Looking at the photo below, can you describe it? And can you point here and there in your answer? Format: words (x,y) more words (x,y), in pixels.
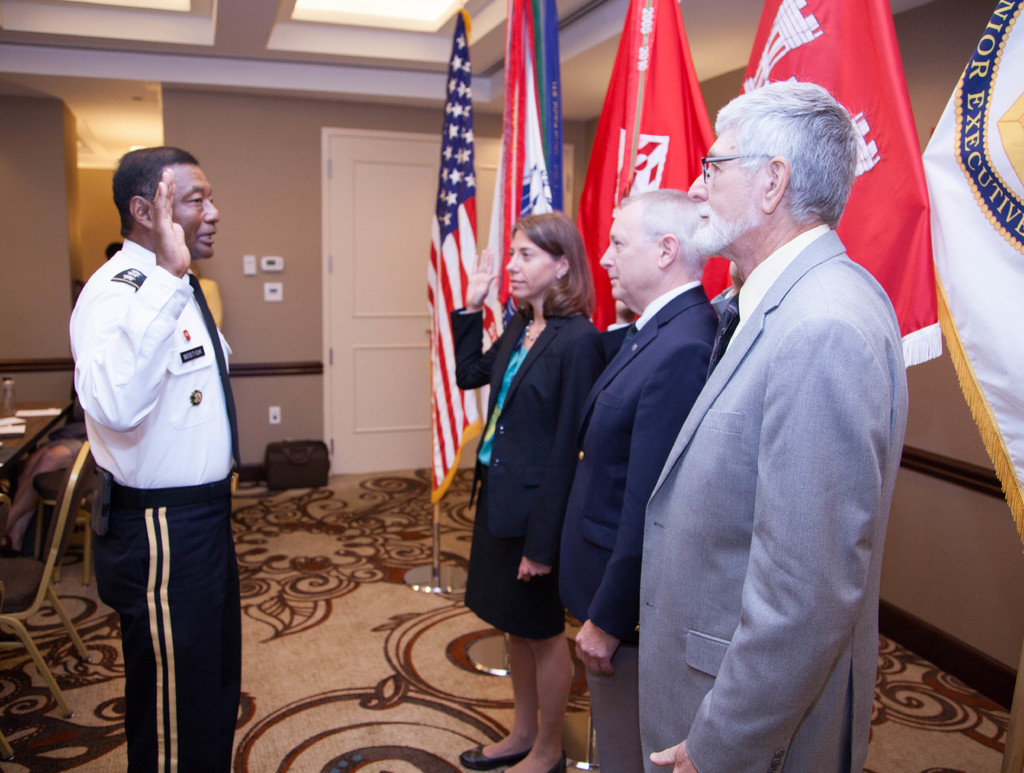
In this image I can see the group of people (539,524) with different colored dresses (565,538). To the right (706,139) I can see the flags (674,184). To the left (29,449) I can see the table (24,432) and chairs (64,485). In the background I can see the door (344,255).
